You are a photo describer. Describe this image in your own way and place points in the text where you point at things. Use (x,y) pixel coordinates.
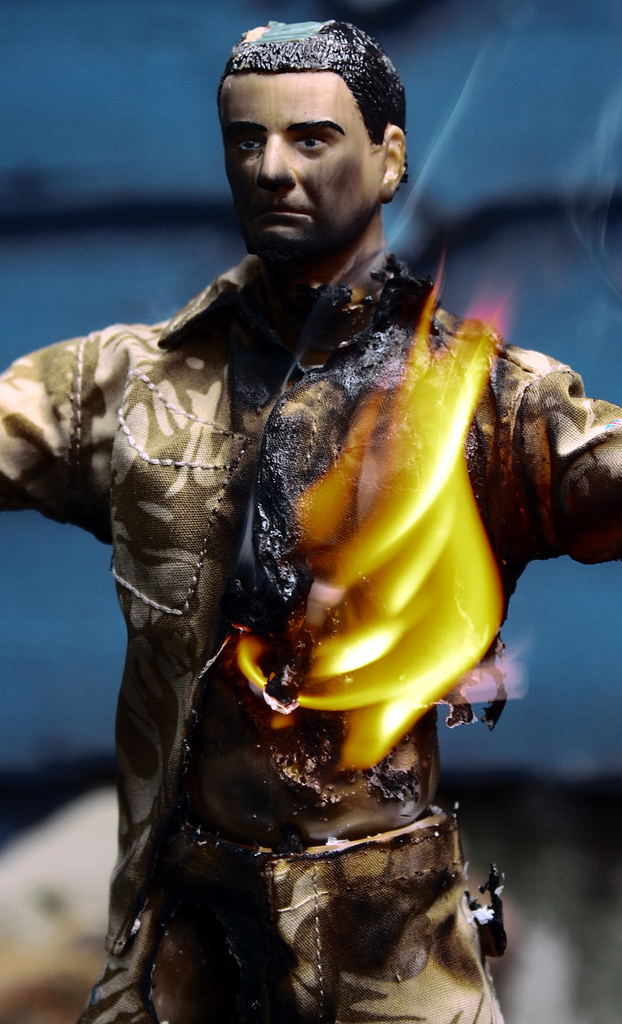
In the image we can see a toy of a person (229,445) wearing clothes (208,485). This is a fire (388,566) and the background (145,170) is blurred.
